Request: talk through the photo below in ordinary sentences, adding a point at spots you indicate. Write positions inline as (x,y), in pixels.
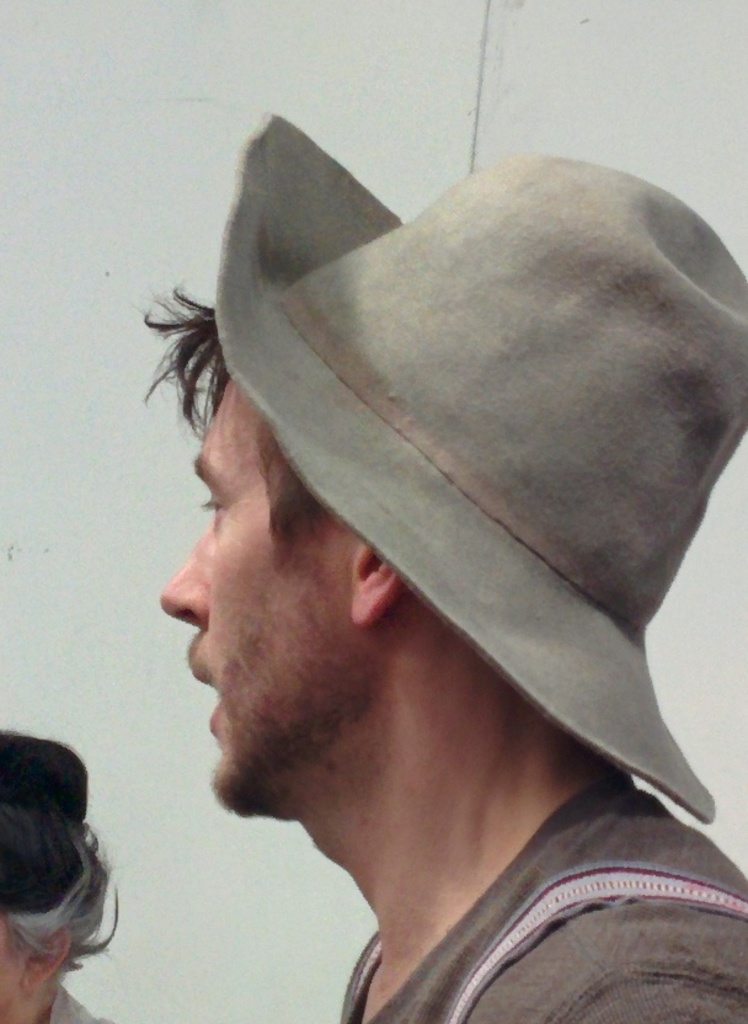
There is a man (495,778) who is wearing brown T-shirt (529,969) and grey hat (427,471) is trying to talk something. Beside him, we see a woman (39,832). Behind him, there is a white wall (519,90).
